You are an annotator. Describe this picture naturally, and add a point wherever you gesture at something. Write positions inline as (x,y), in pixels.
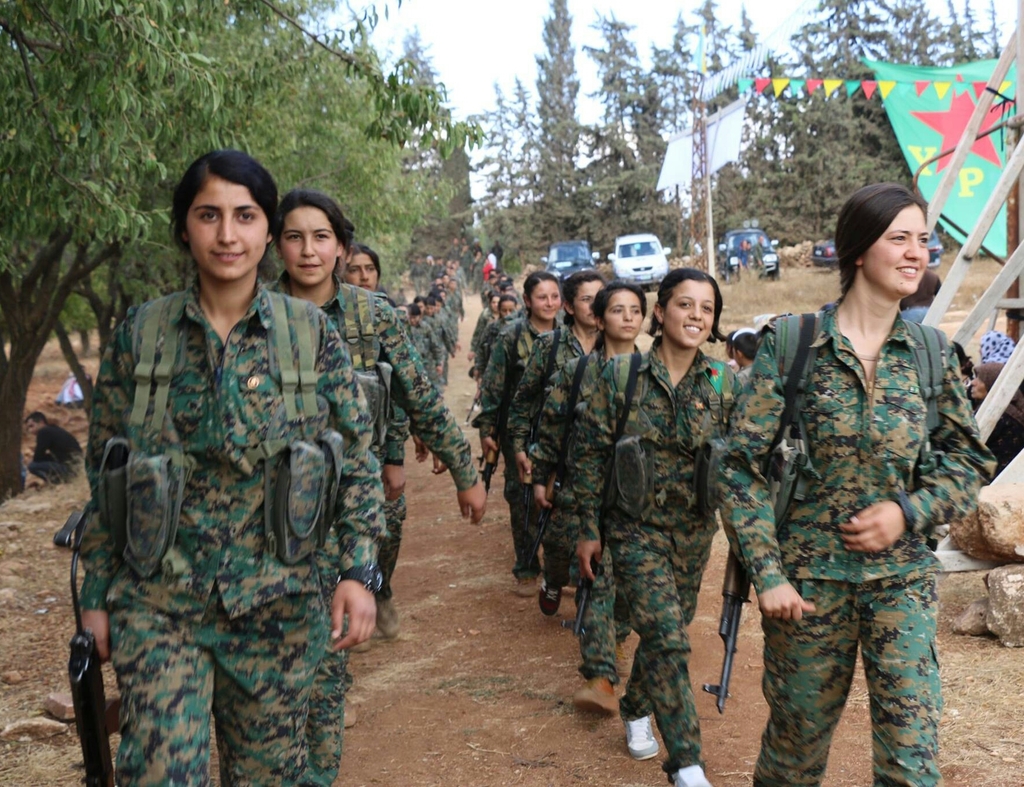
In the center of the image (365,327) we can see a group of people (284,311) are walking and wearing the uniforms (265,773), shoes (609,690) and holding the guns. In the background of the image (304,99) we can see the trees (767,214), vehicles (644,282), pole (704,124), flags (966,165), rods (705,161), stones (999,506). On the left side of the image (40,425) we can see a man (66,461) is sitting on the ground (83,476). On the right side of the image (979,343) we can see some people (984,358) are sitting. At the bottom of the image (538,708) we can see the ground (58,659) and stones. At the top of the image (1008,12) we can see the sky (672,19).
